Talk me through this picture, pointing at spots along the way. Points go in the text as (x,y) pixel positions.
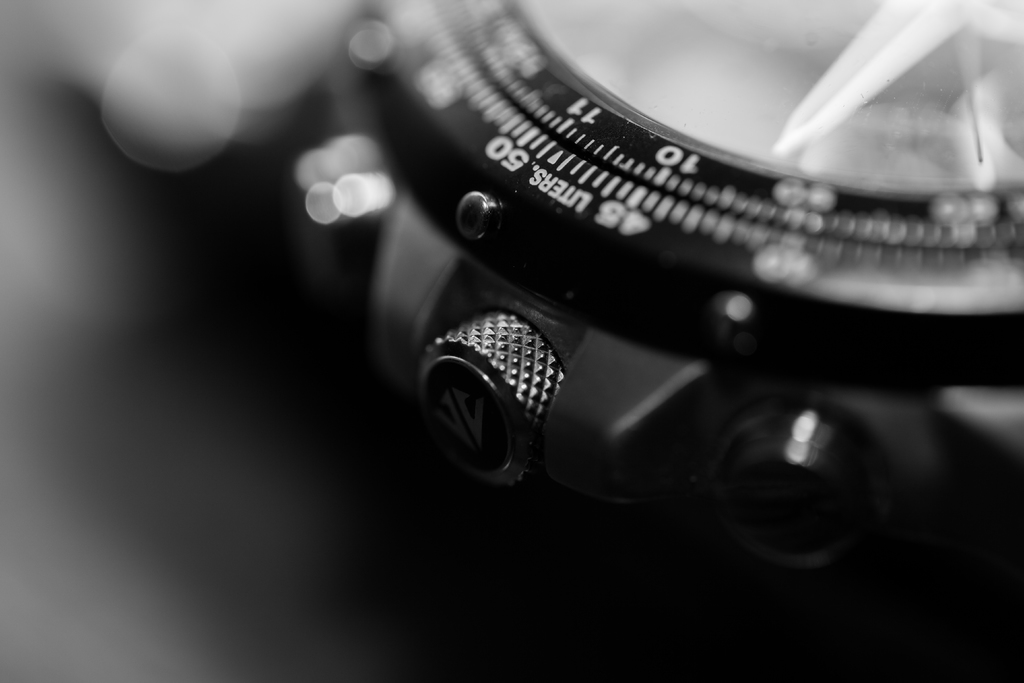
In this image I see a watch (550,224) over here on which there are numbers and I see word (547,192) written over here and I see that it is blurred in the background (281,407).
